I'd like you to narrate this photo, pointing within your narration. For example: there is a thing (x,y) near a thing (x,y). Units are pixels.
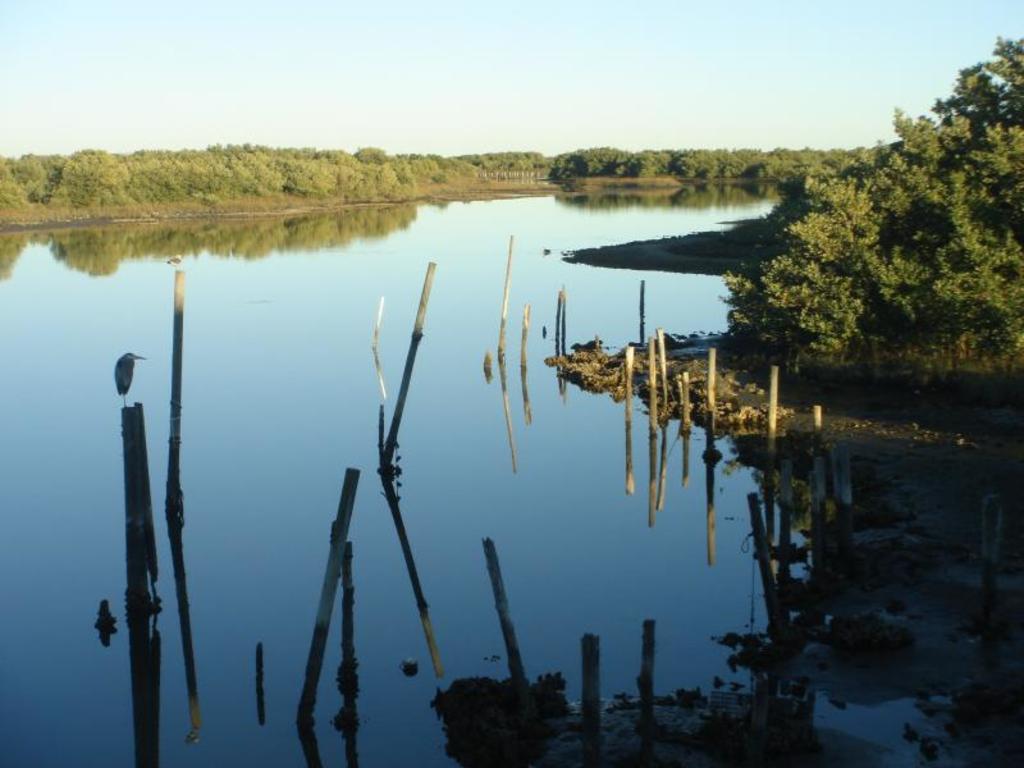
This is an outside view. Here I can see a river (242,422) and there are some sticks (504,354) in the water (171,651). On the left side (133,376) there are two birds (125,358) on the sticks (135,469). In the background (849,247) there are many trees (733,171). At the top of the image (304,62) I can see the sky (86,46).
